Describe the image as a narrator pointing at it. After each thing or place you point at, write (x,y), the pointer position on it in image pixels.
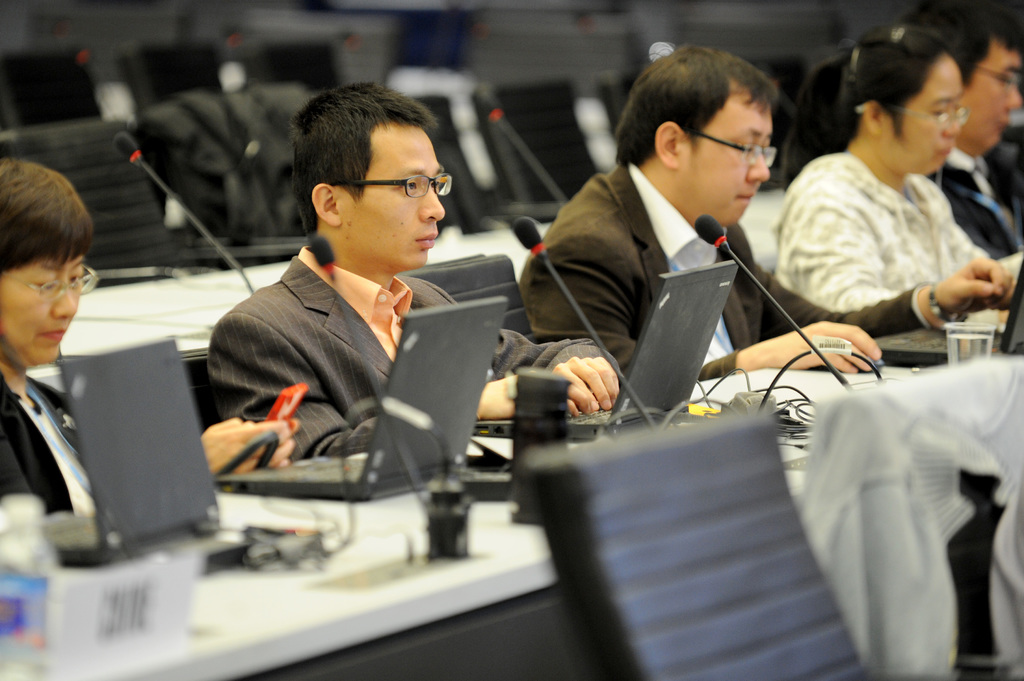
In this image, we can see a few people (816,294) sitting. We can also see some chairs (291,235). We can see some tables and a few devices (156,415) on them. We can also see some clothes (916,537).
